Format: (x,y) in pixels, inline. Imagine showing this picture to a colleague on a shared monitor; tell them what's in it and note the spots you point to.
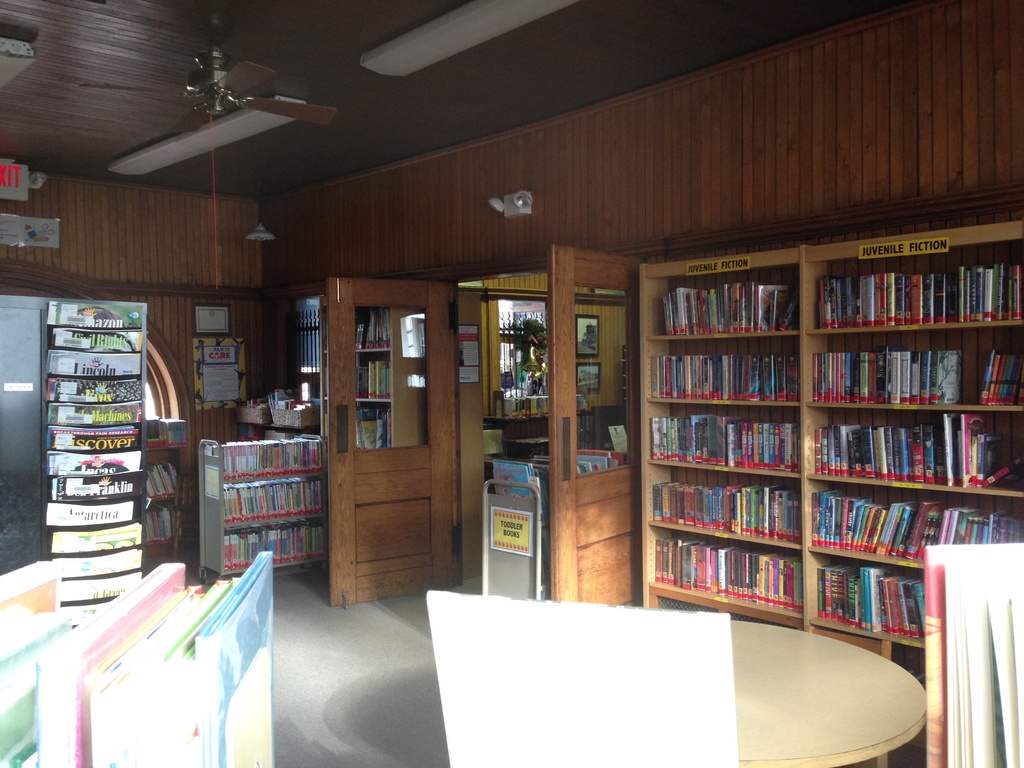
In this picture we can see the floor (414,688), table (888,739), books (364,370), doors (412,404), walls (341,273), some books (827,391) on shelves (801,316), fan (237,108), ceiling (415,153) and some objects (509,448).
